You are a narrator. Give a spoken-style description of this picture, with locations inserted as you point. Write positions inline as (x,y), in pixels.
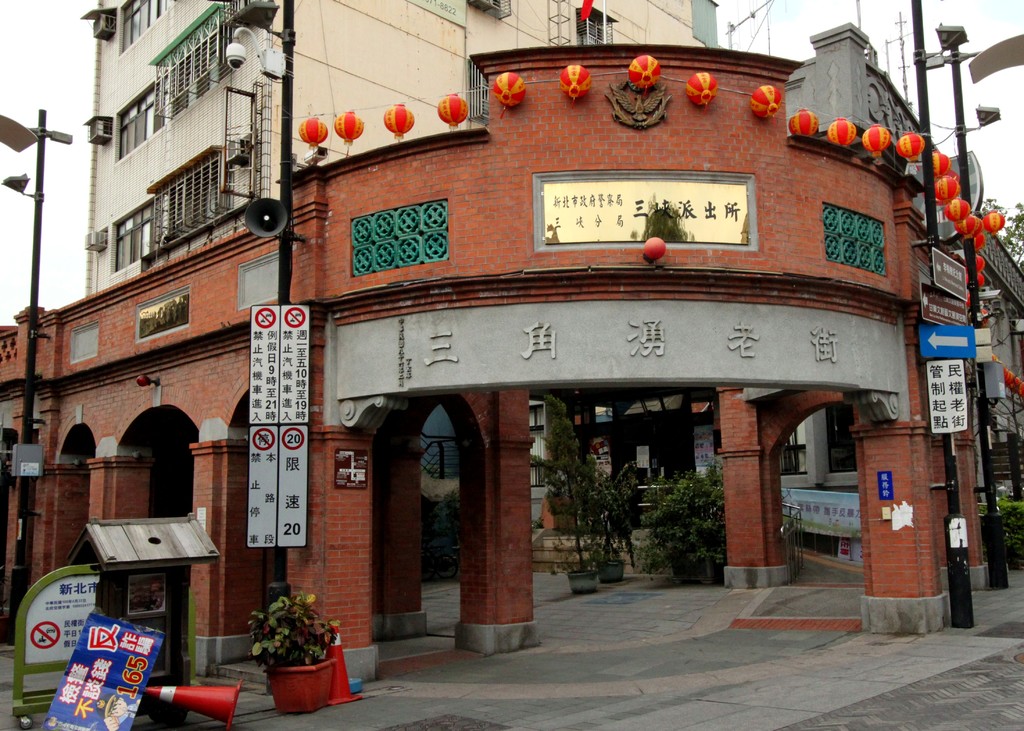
In this image we can see buildings (530,382), decorative items (869,142), electric poles (938,247), boards (251,356) with some text (252,355), plants (688,529), safety cones (185,693). At the bottom of the image (739,692) there is road (750,707).
